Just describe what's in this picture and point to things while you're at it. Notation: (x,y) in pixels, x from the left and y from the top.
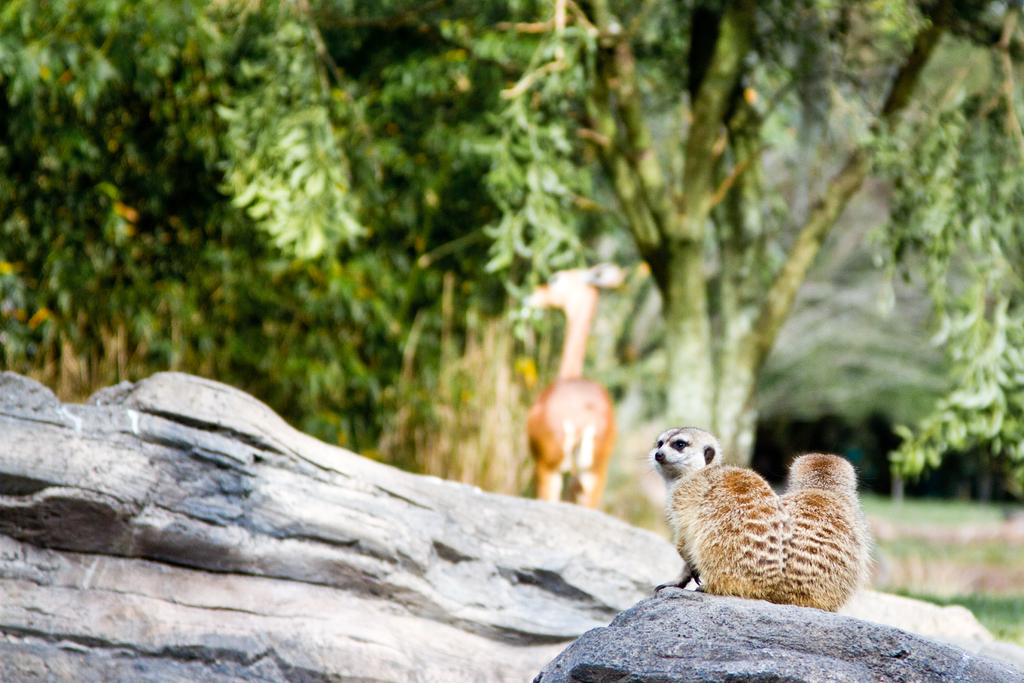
In this image, we can see animals (571,398) and in the background (325,198), there are trees (444,205). At the bottom (472,608), there are rocks (563,604).
